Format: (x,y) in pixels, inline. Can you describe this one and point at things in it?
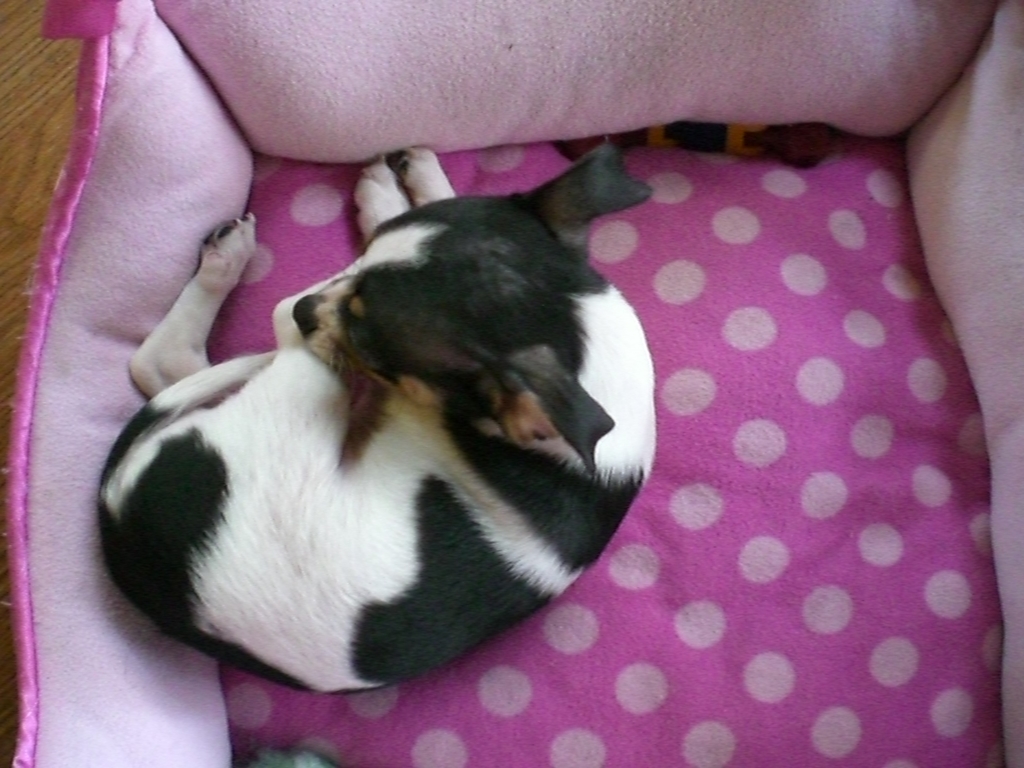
The dog (390,426) in the middle of the picture (476,337) is lying on the pet bed (799,40). The dog (434,482) is in white and black color. This pet bed (460,675) is in pink color.
